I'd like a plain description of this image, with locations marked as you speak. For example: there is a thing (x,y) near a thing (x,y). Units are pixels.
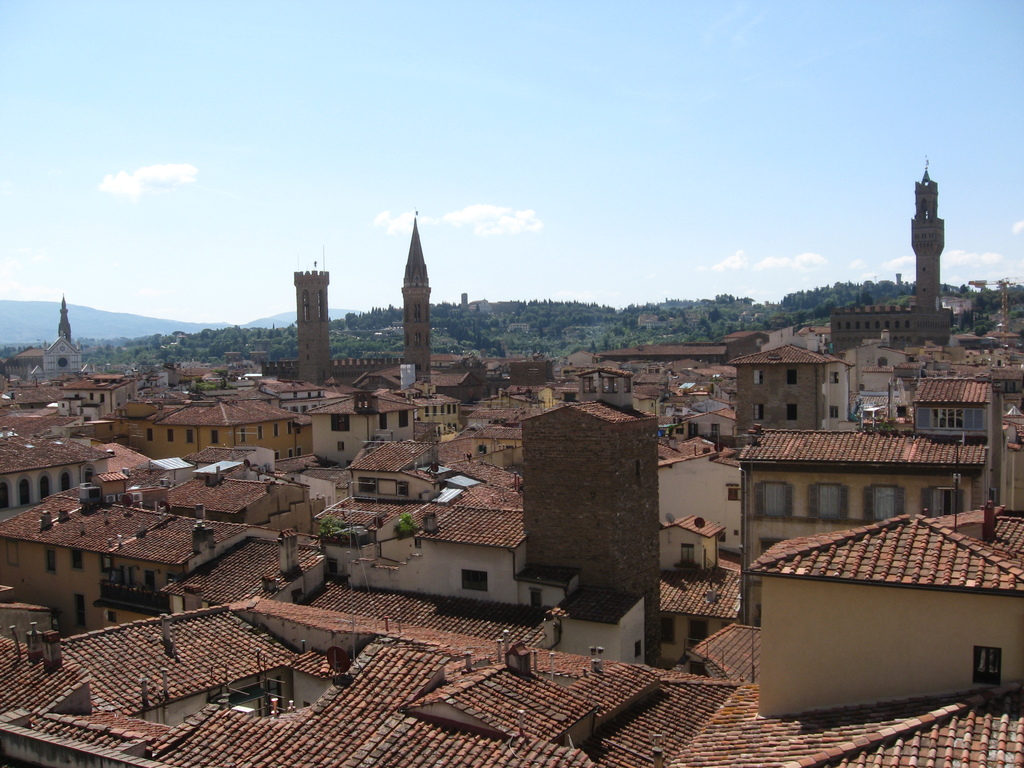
In this image I can see number of buildings (451,436). In the background (777,197) I can see number of trees (624,309), clouds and the sky (590,192).
